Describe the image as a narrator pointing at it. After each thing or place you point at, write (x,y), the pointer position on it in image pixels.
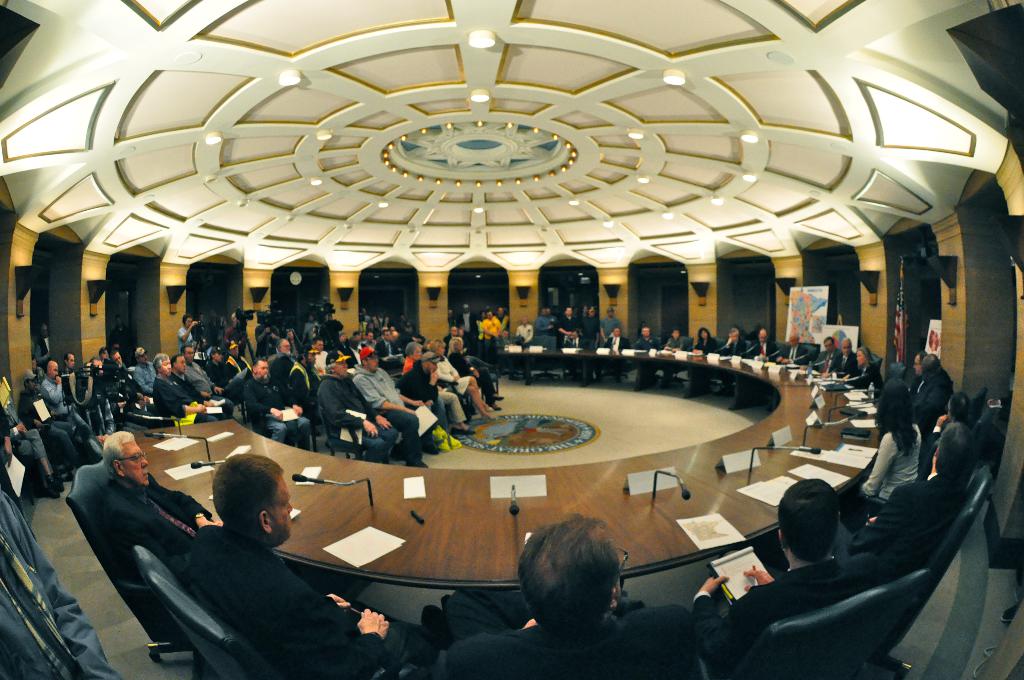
This picture shows few people (410,415) seated on the chairs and we see papers (169,467) and microphones (512,513) on the table (748,507) and we see lights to the ceiling (549,155) and a map (814,312) and we see few people (304,407) holding papers (293,413) in their hands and we see a flagpole (902,258).
